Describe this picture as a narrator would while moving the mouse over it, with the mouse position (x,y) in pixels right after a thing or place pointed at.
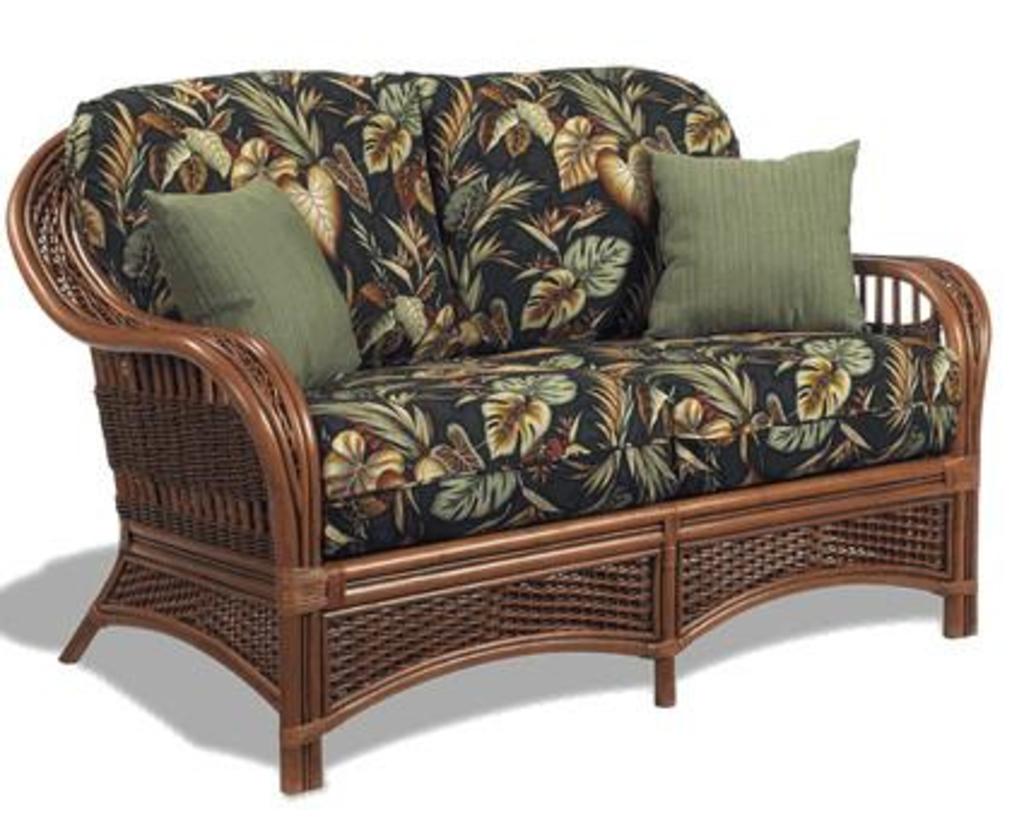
In this image i can see a couch (511,285) and two pillows (297,291).
